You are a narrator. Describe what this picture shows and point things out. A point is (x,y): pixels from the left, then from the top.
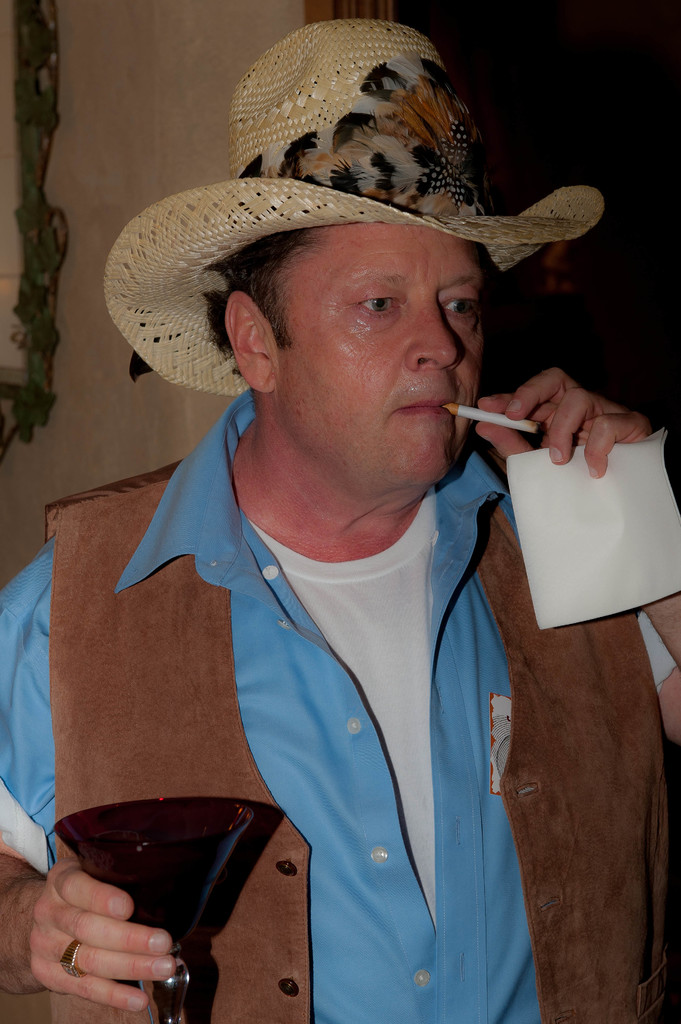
In this image, we can see a person (261,250) wearing a hat (346,210) and holding a glass (170,855), a cigarette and tissue papers (509,456). In the background (102,190), there is a wall (102,190).
